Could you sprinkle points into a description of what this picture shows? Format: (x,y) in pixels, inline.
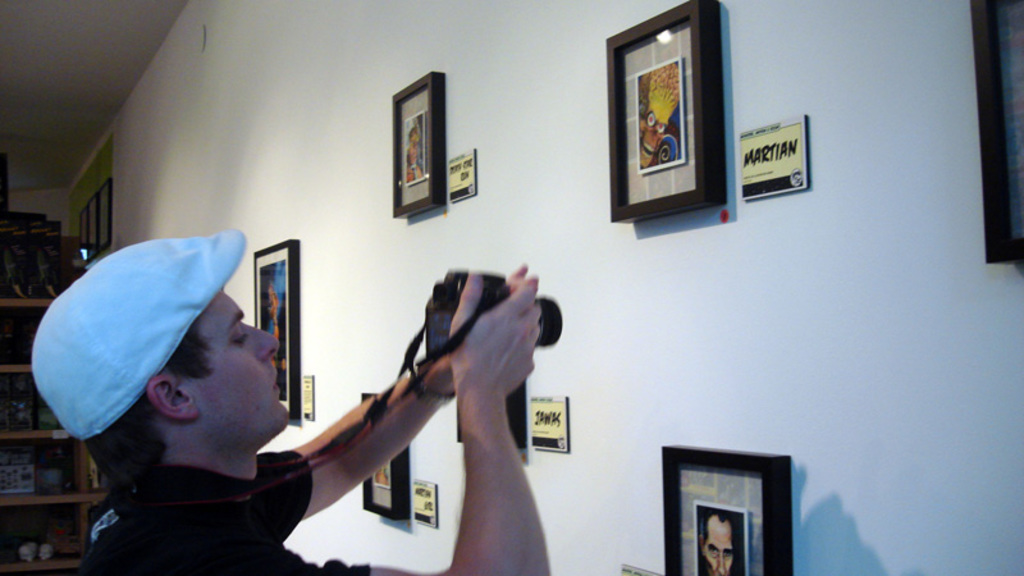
In the picture I can see a man (138,401) on the left side (134,519) wearing a black color T-shirt (217,557) and there is a cap (179,293) on his head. He is holding the camera (461,297) and looks like he is capturing the images of photo frames (281,247). I can see the photo frames (709,171) on the wall (512,147). I can see a wooden shelf (52,543) on the left side (1,517).
